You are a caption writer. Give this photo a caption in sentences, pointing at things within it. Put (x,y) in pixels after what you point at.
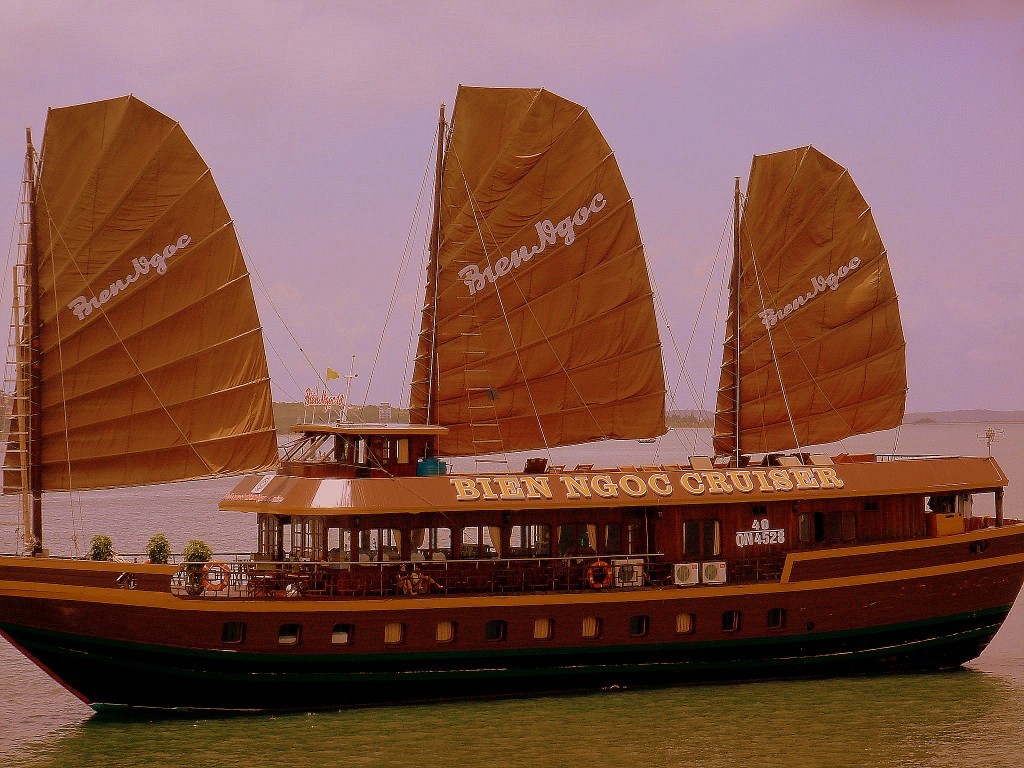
In this image there is a boat (566,660) sailing on water (472,703). There are few pots (188,578) having plants (99,554) and few branches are on the boat (335,626). Few persons (423,587) are sitting on the bench (422,593). Middle of image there are few hills (402,420). Top of the image (316,161) there is sky (255,154).
